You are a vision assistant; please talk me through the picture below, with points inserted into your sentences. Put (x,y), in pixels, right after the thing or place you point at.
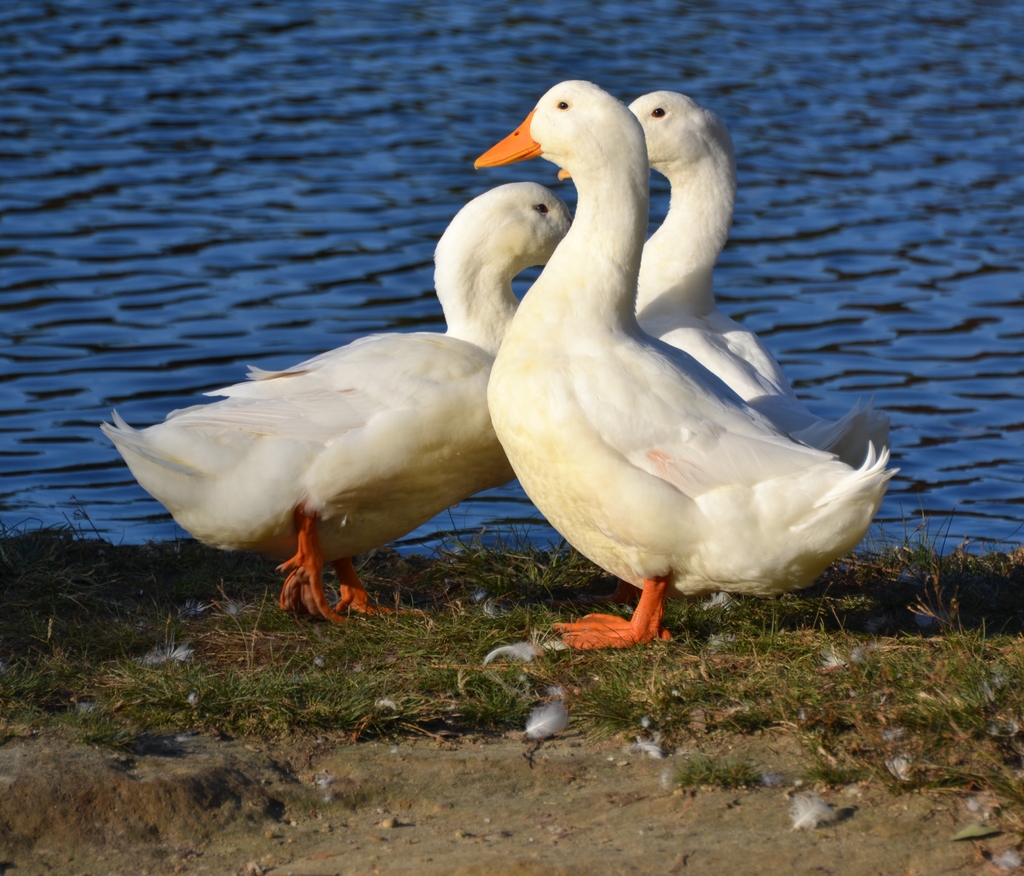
In this image there are three white ducks (696,259) on the ground (266,625). Behind them there is water (362,141). On the ground (304,653) there is grass (390,690) and sand (426,795).
